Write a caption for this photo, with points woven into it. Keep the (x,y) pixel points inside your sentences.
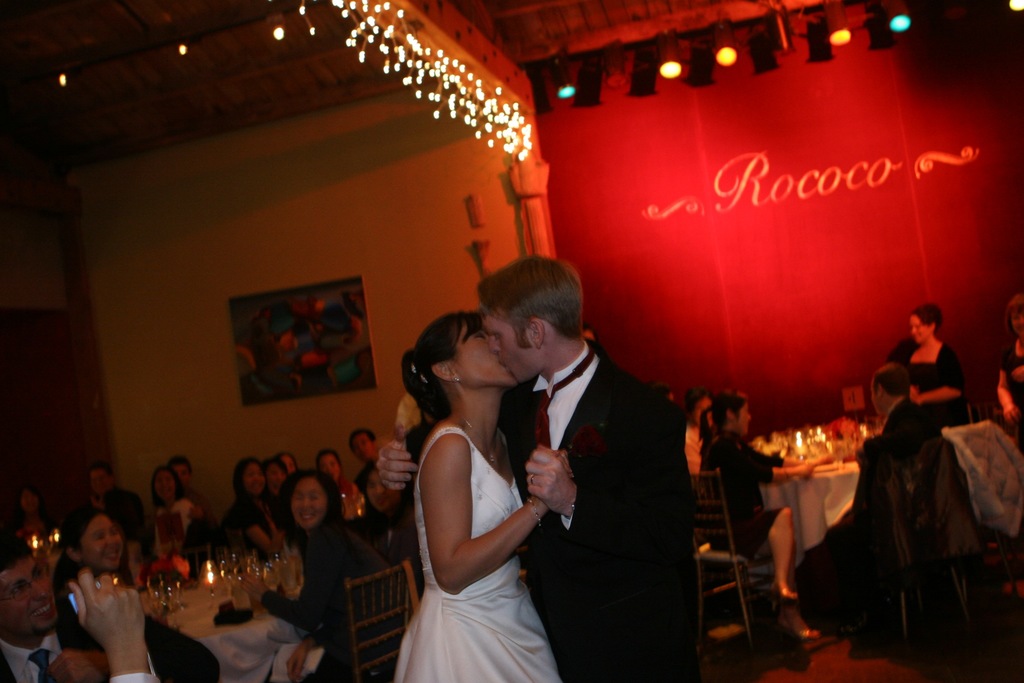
This is an inside view. In the middle of the image (486,405) I can see a man (607,547) and a woman (473,419) standing, holding each other and kissing. In the background (322,516), I can see few people (389,518) are sitting on the chairs (363,633) and smiling by looking at these people (586,459). There are some tables (818,494) covered with white color clothes (838,480). On the tables (208,612), I can see few glasses (230,571). In the background (334,327) there is a frame (283,340) which is attached to the wall (389,196). At the top (411,65) I can see few lights (430,77).
